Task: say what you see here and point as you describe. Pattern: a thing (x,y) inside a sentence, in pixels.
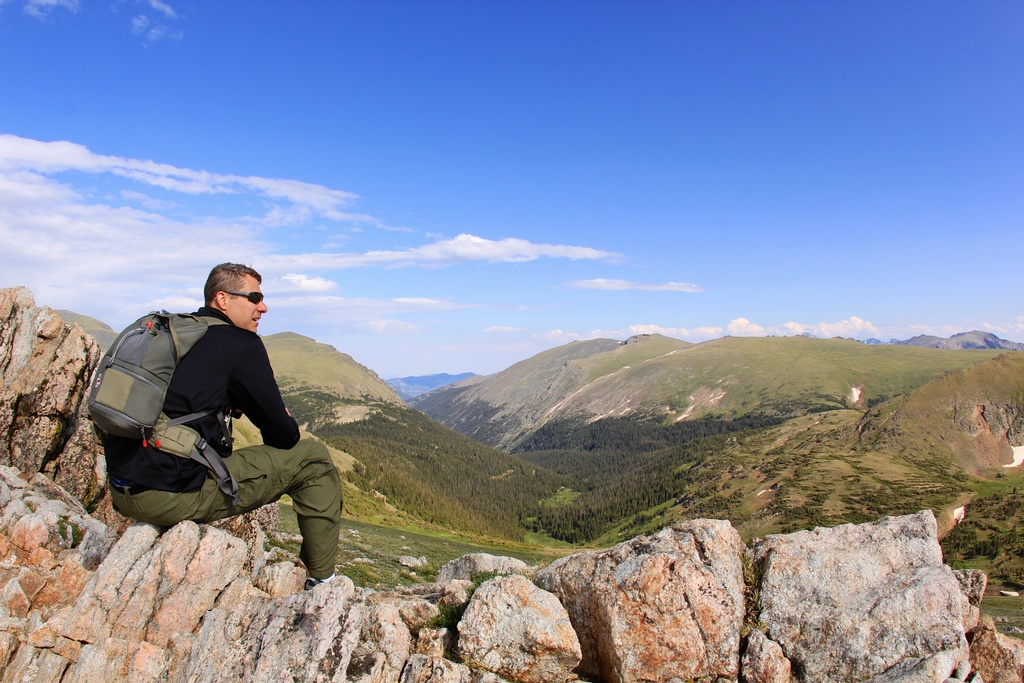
In this picture I can see a man (211,417) is sitting. The man (264,466) is wearing black color shades (250,294), black color t shirt (207,418) and pants (246,488). The man (205,498) is carrying a bag (144,368) in the back (157,385). In the background (346,394) I can see mountains (597,406) and the sky (469,216).
